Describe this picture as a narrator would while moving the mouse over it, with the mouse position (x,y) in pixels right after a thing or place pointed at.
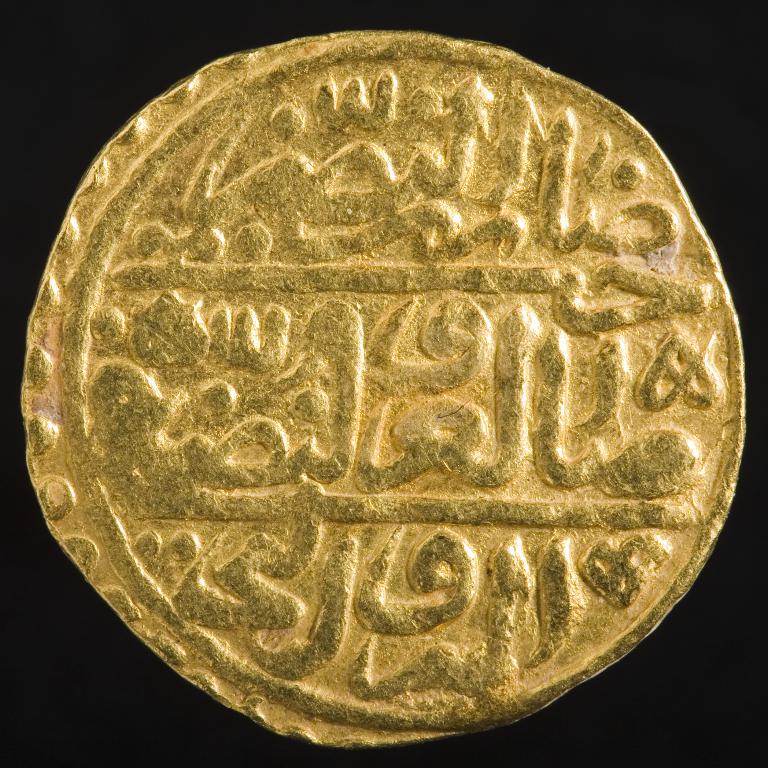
In this image we can see a gold color object (316,421) with some carved text (335,635) on it. And we can see the black background (137,41).
